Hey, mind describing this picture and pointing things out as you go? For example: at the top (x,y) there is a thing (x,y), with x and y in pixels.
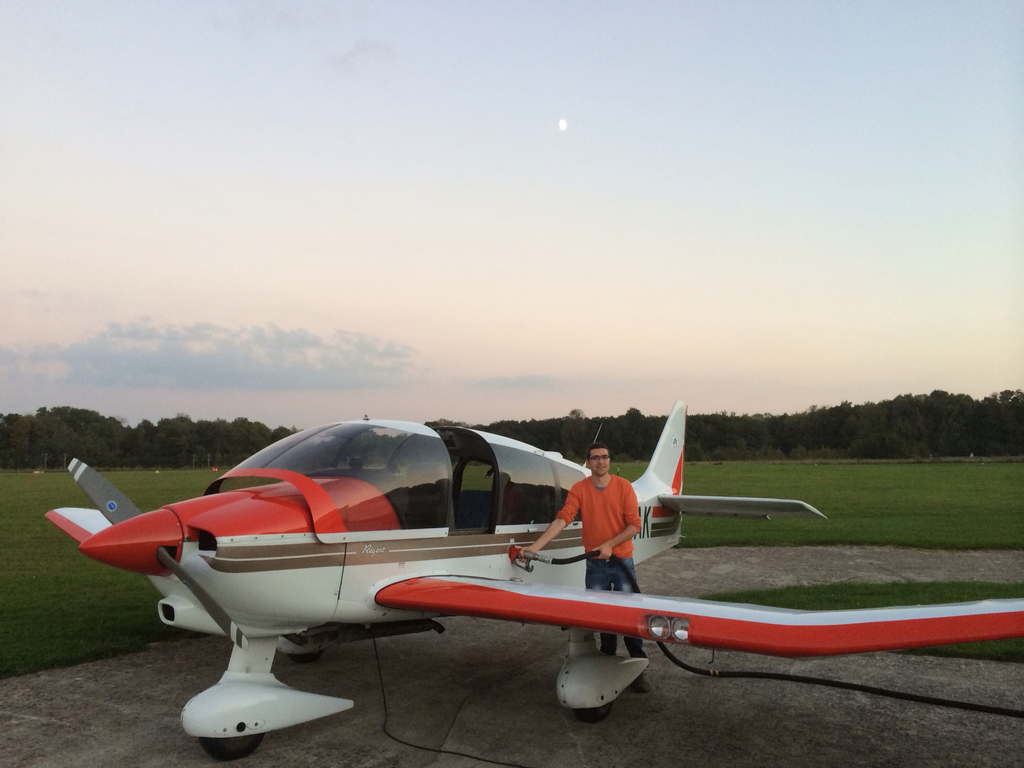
In this image we can see an aeroplane (466,553) and a person (609,488) standing beside the aeroplane (630,621) on the floor (665,667) and holding a pipeline (1007,712) in his hands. In the background (161,489) we can see ground (160,471), trees (177,464) and sky (241,218) with clouds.
